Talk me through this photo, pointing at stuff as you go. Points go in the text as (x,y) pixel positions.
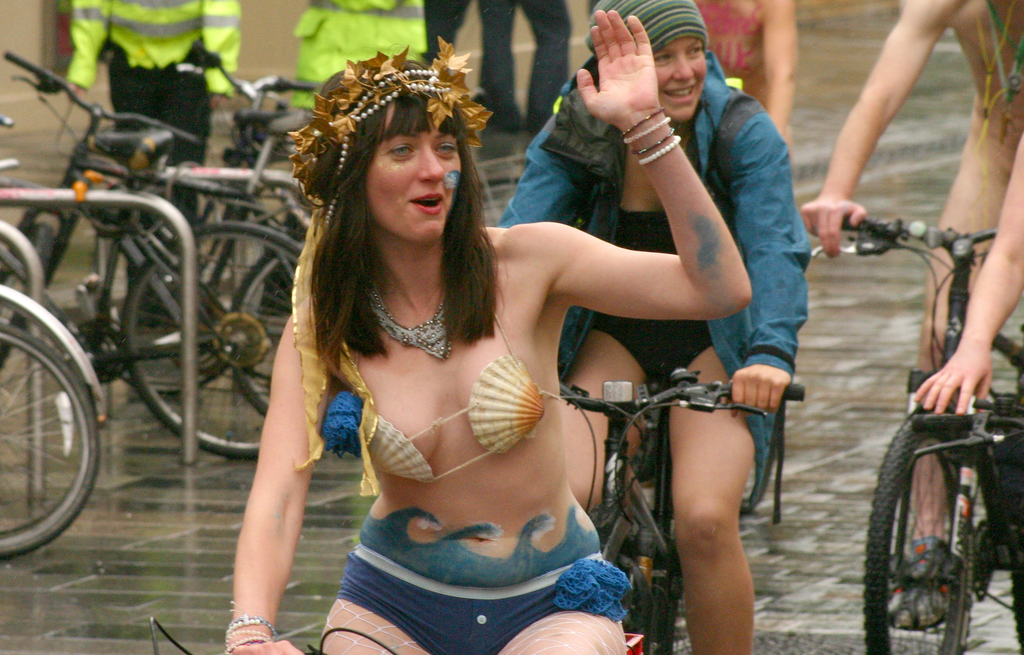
In this image I can see few people (477,313) are riding the bicycle (946,424). Among them one person (442,281) is smiling and wearing the crown (442,81) and a chain (448,330) too. To the back of her there is another person (646,241) with blue jacket (787,231). These people (799,310) are on the road (824,430). And few are standing with the green jackets (234,67).
